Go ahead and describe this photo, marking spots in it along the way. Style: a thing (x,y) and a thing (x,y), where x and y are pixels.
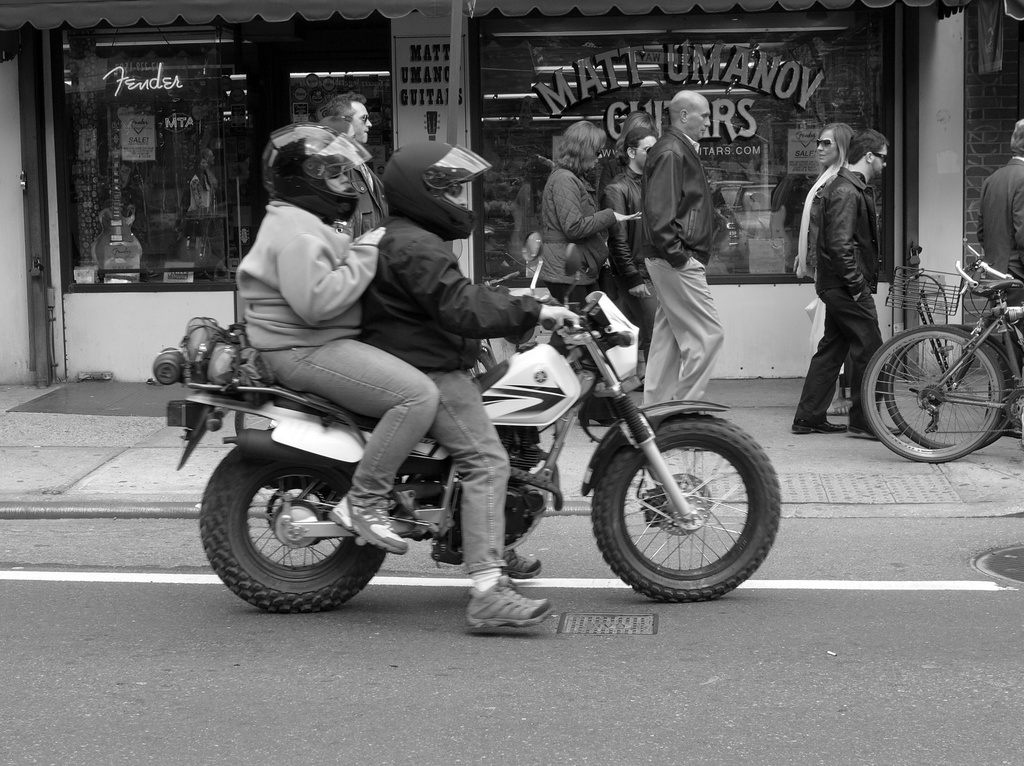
A couple (391,170) are on a motorcycle (520,395). Both are wearing helmets (452,223). There are some people (349,124) walking on the footpath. There is a store (712,145) in the background (480,101).
